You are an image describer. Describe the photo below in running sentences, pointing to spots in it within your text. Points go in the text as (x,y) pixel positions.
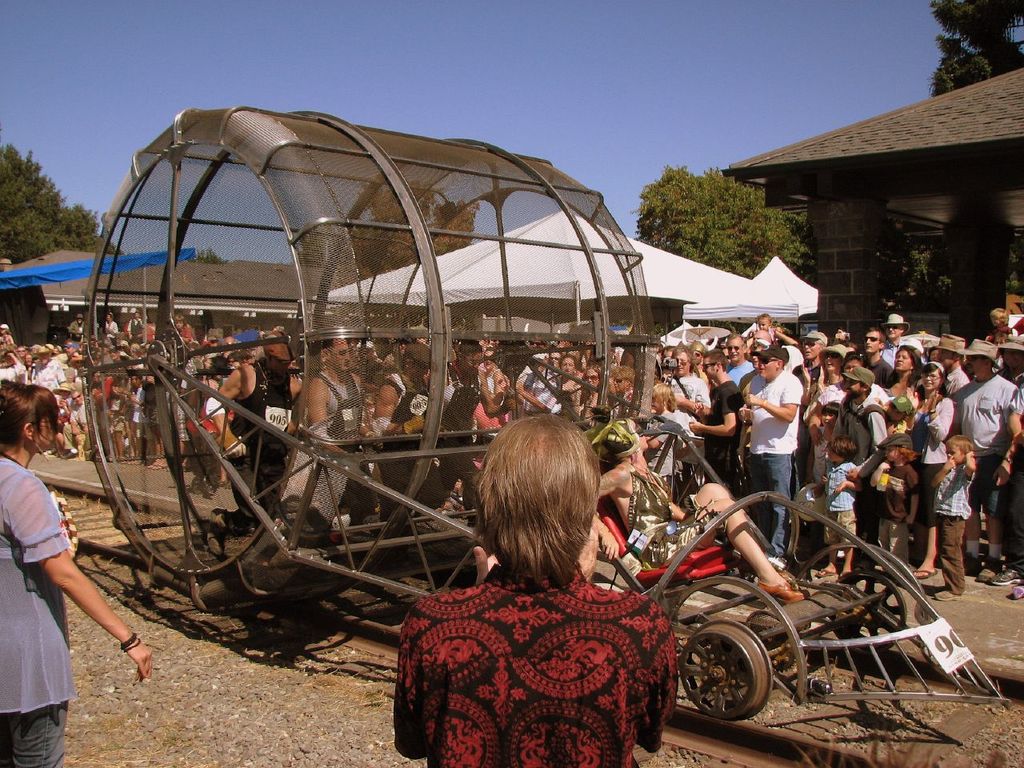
In the foreground (394,390) I can see a iron vehicle (714,579) and a crowd (835,478) on the road (365,642). In the background (980,194) I can see houses (997,193), tents (509,240) and trees (452,212). On the top (381,104) I can see the sky (381,104). This image is taken during a day.
